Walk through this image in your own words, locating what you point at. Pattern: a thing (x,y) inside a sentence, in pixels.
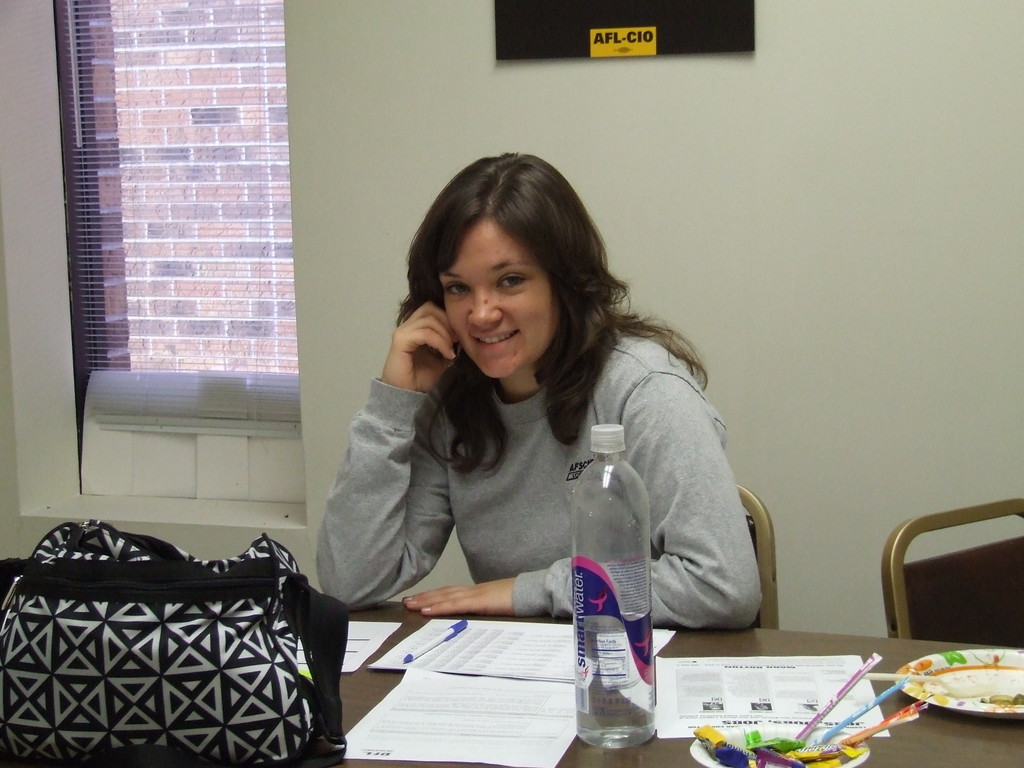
In the middle of the image (486,440) a woman (692,404) is sitting on a chair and smiling. Bottom right side of the image (1023,764) there is a table (936,733) on the table (936,733) there are some papers (467,637), bag (199,680), pen (449,634), bottle (603,631) and there are two plates (1010,665). Behind her there is a wall (472,50).
